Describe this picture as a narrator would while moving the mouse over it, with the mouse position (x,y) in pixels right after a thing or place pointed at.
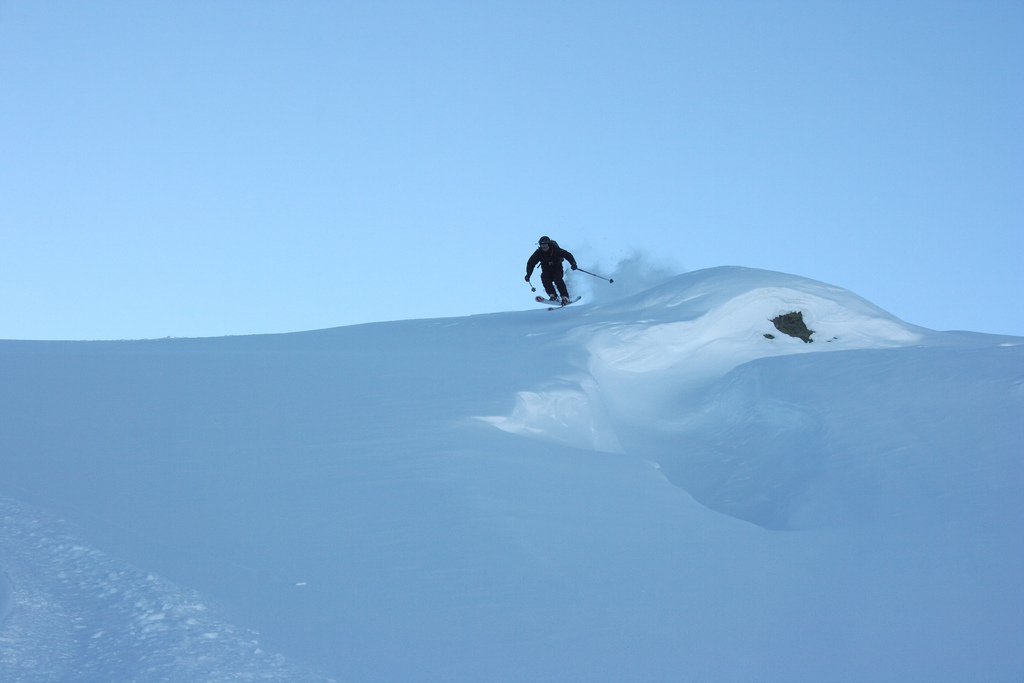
In this image I can see the person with the ski board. The person (553,298) is wearing the black color dress (549,253) and holding the sticks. The person (551,269) is on the snow (422,505). In the back (422,130) I can see the blue sky (286,153).
